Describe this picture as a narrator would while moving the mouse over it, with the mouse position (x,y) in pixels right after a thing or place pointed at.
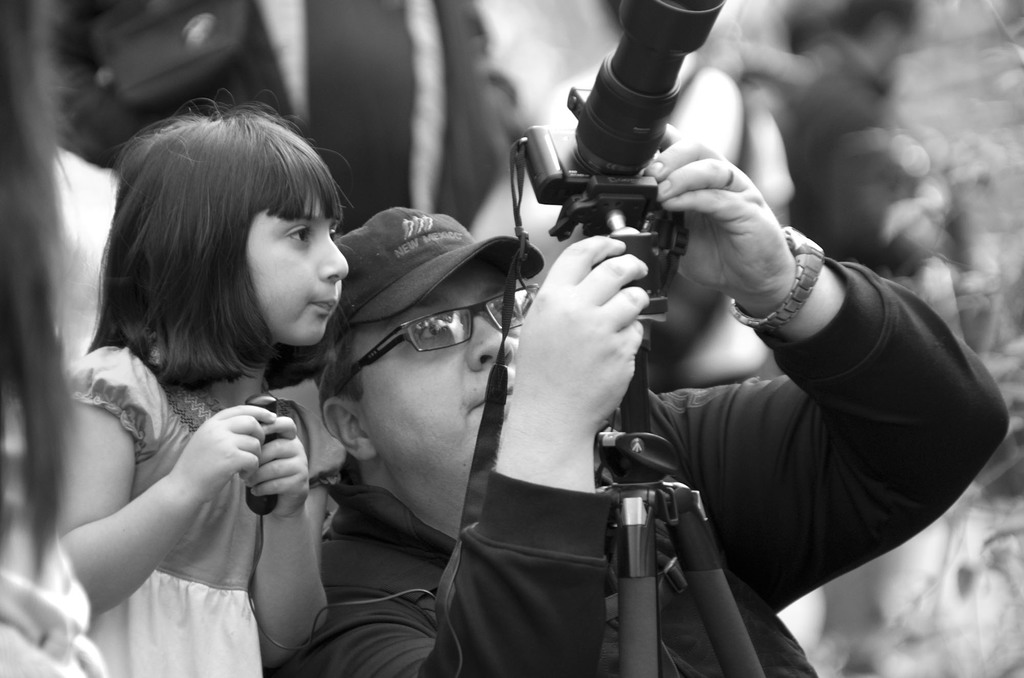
The person (506,580) in black dress (523,585) is holding a camera (583,187) which is on the stand (645,474) and there is a kid (173,323) standing beside him.
